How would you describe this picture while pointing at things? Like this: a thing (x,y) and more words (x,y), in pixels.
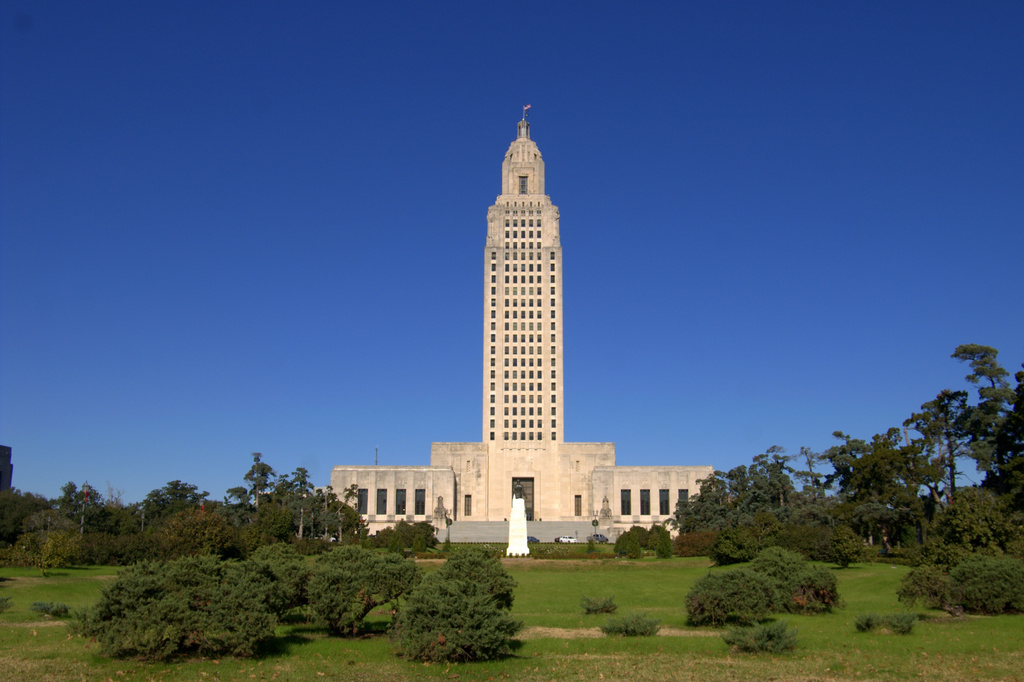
In the center of the image (488,453) there is a building (565,459) and there are trees (975,527). At the bottom (704,665) there is grass (307,649). In the background (405,263) there is sky (576,59).
